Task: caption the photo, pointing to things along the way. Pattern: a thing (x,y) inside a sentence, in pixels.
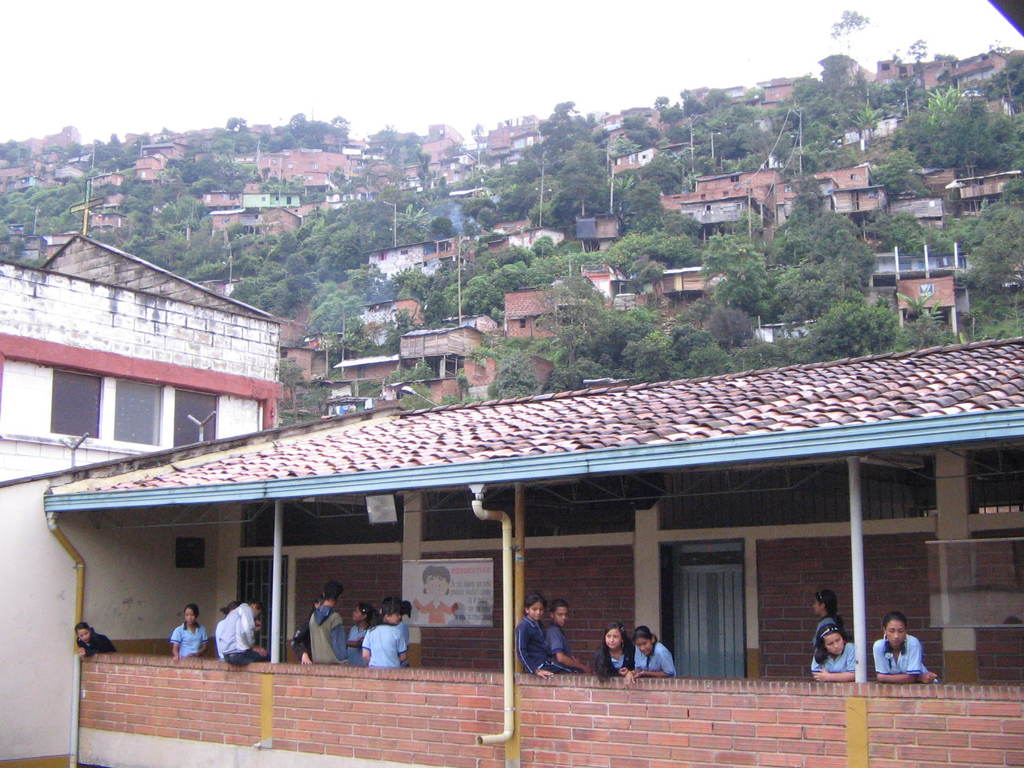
In this picture we can see some people (394,623), poster (460,615) on the wall (582,577), pipes (49,525), buildings (399,672), trees (631,359), some objects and in the background (466,94) we can see the sky (333,94).
